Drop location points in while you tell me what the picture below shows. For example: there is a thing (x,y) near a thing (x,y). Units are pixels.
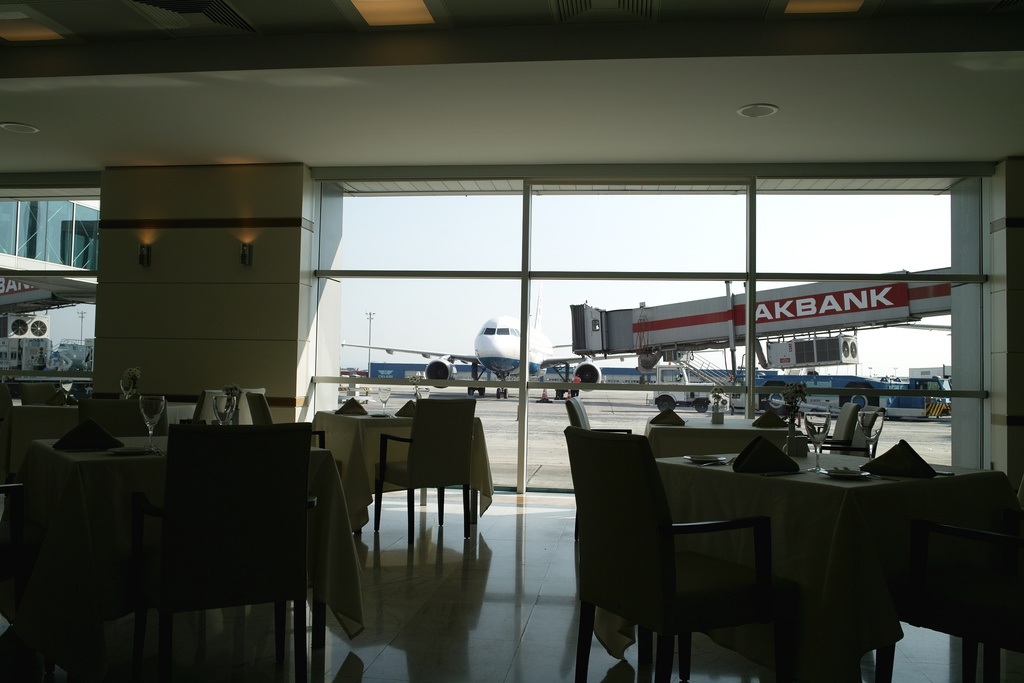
In the image it looks like a restaurant (283,416) there are many empty tables (373,478) and chairs (472,426), behind them there are windows (352,298) and behind the windows (22,229) there are aircrafts (540,317).
